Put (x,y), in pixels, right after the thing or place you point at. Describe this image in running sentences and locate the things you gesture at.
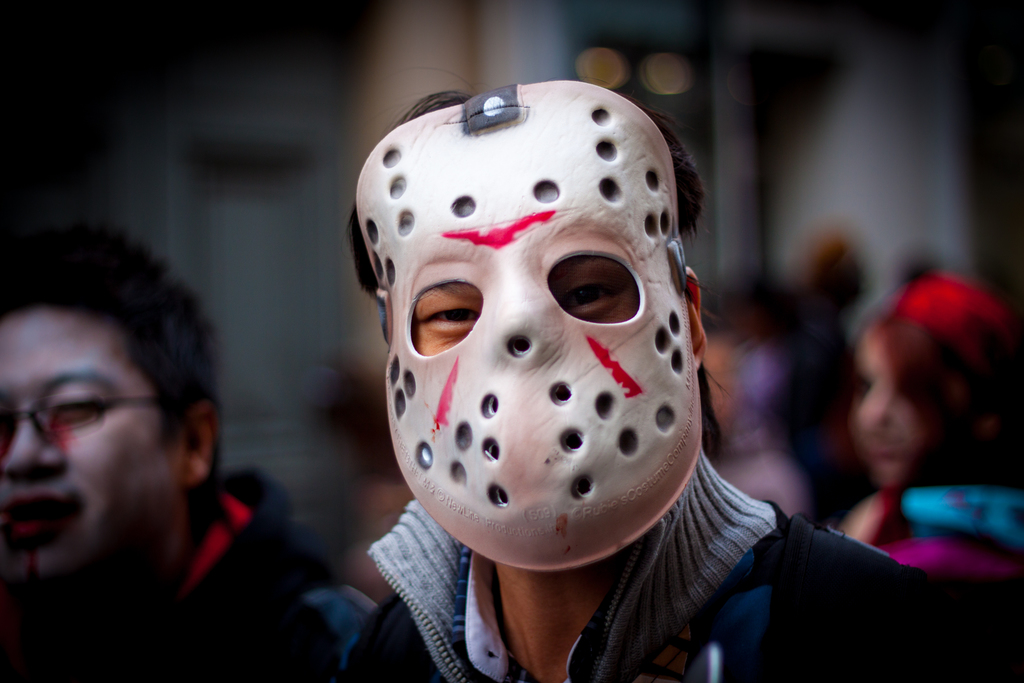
In this image I can see few people (484,412) and here I can see a person (498,288) is wearing white colour mask (427,142). I can also see this image is little bit blurry from background (549,19).
